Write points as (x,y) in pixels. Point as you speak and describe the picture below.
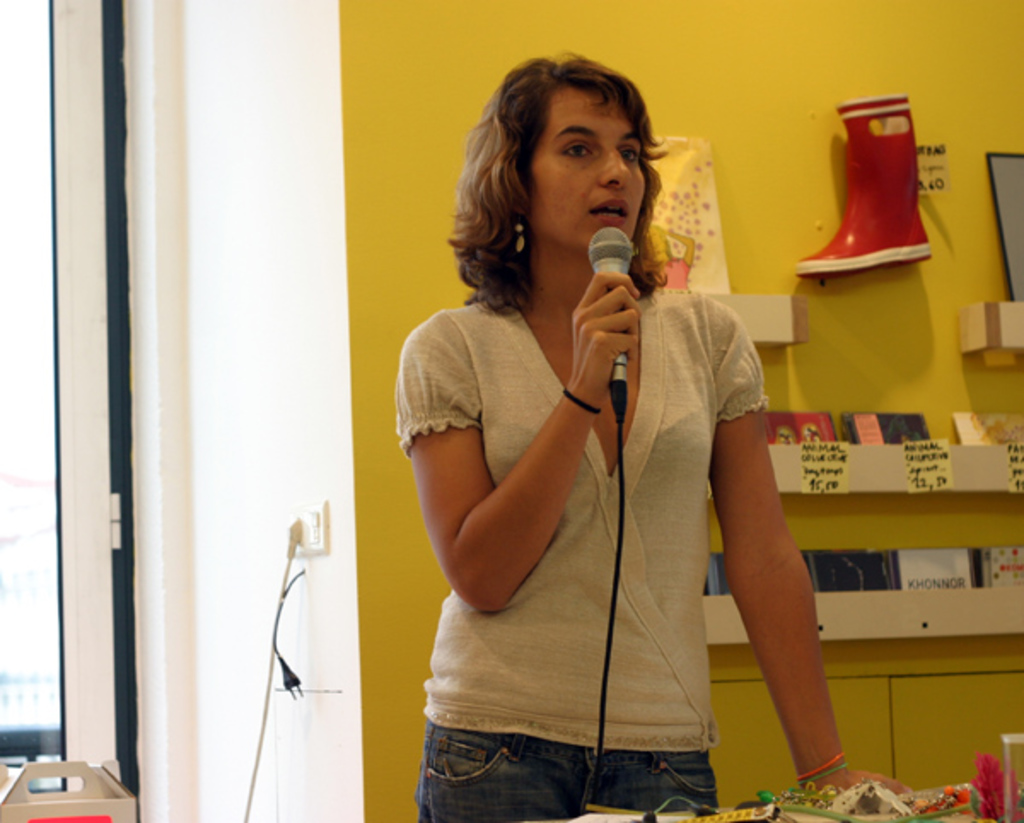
In this image there is a woman (712,468) wearing white color shirt (676,436) holding a microphone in her hand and at the left side of the image (321,523) there is a switch board (306,515) and at the right side of the image (898,197) there is a shoe (896,258) which is attached to the wall (952,150).
